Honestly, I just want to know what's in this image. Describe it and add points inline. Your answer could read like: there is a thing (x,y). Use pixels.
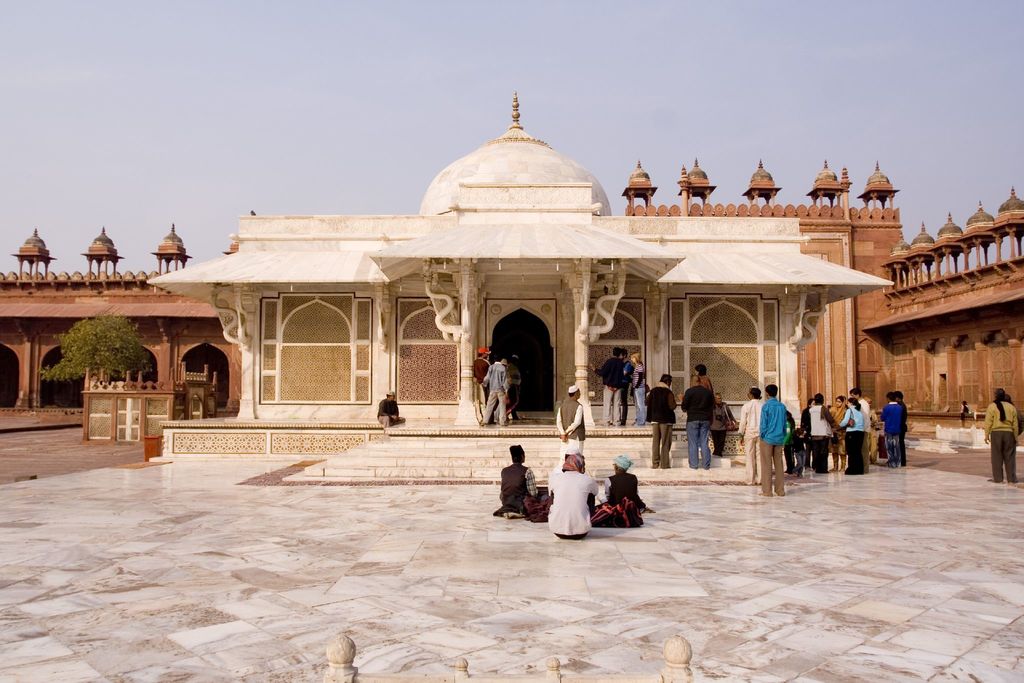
In this image we can see building (298,314) with pillars (471,333) and arches (749,346). In front of the building (441,380) there are many people (831,444). On the left side (94,346) there is a tree (105,337). In the back (361,98) there is sky (361,98).
